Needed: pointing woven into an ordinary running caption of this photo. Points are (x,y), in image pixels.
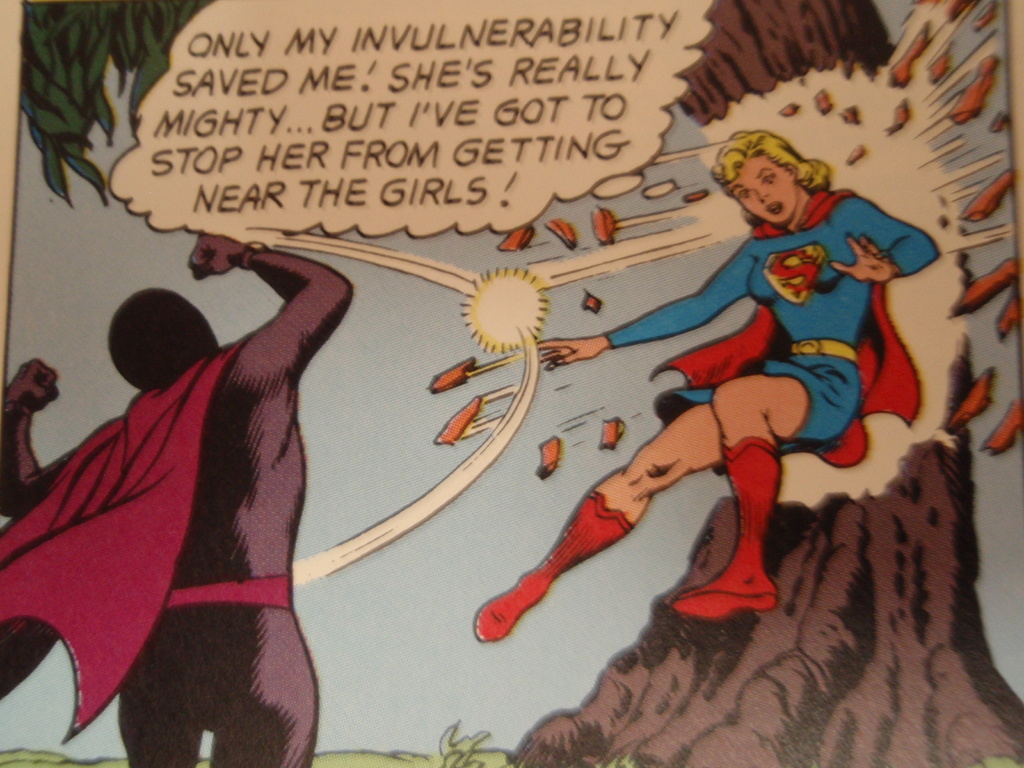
In this image we can see a poster (309,198), on the left corner (42,365), there is a person (241,411) standing, in front (805,238) there is a super woman (834,300), there is some matter (545,150) written on it, at the back (90,77) there is a tree (90,77).
